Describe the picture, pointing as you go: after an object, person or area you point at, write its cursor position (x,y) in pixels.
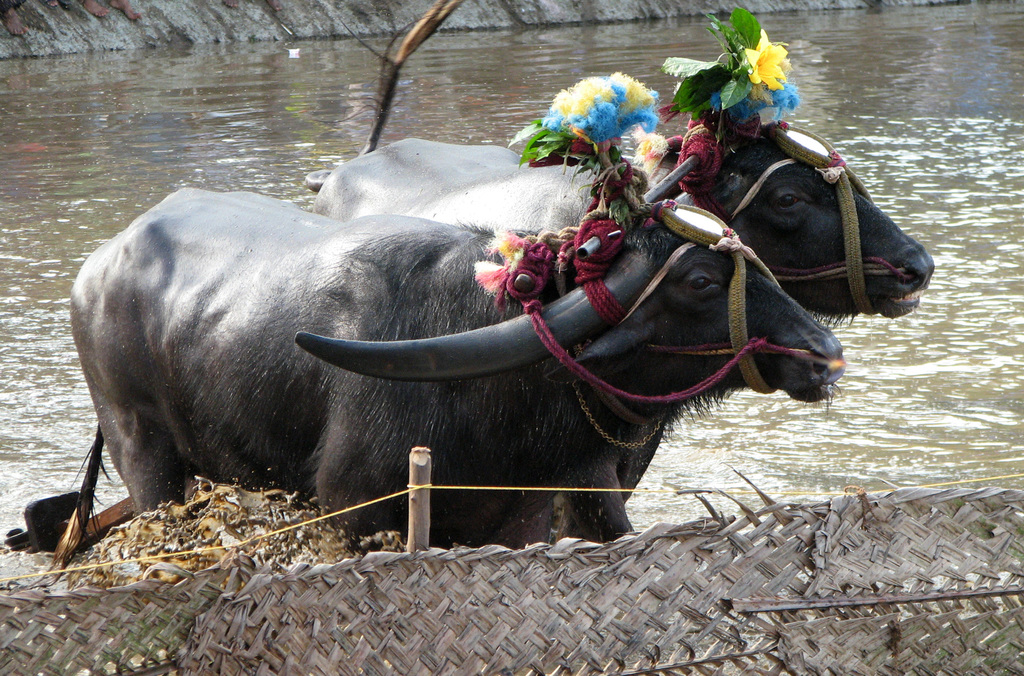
In this image in front (429,594) there is a fence (550,552). Behind the fence (550,552) there are two buffaloes (804,326) in the water (922,379). In the background of the image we can see the legs (5,15) of a person's (105,8).
